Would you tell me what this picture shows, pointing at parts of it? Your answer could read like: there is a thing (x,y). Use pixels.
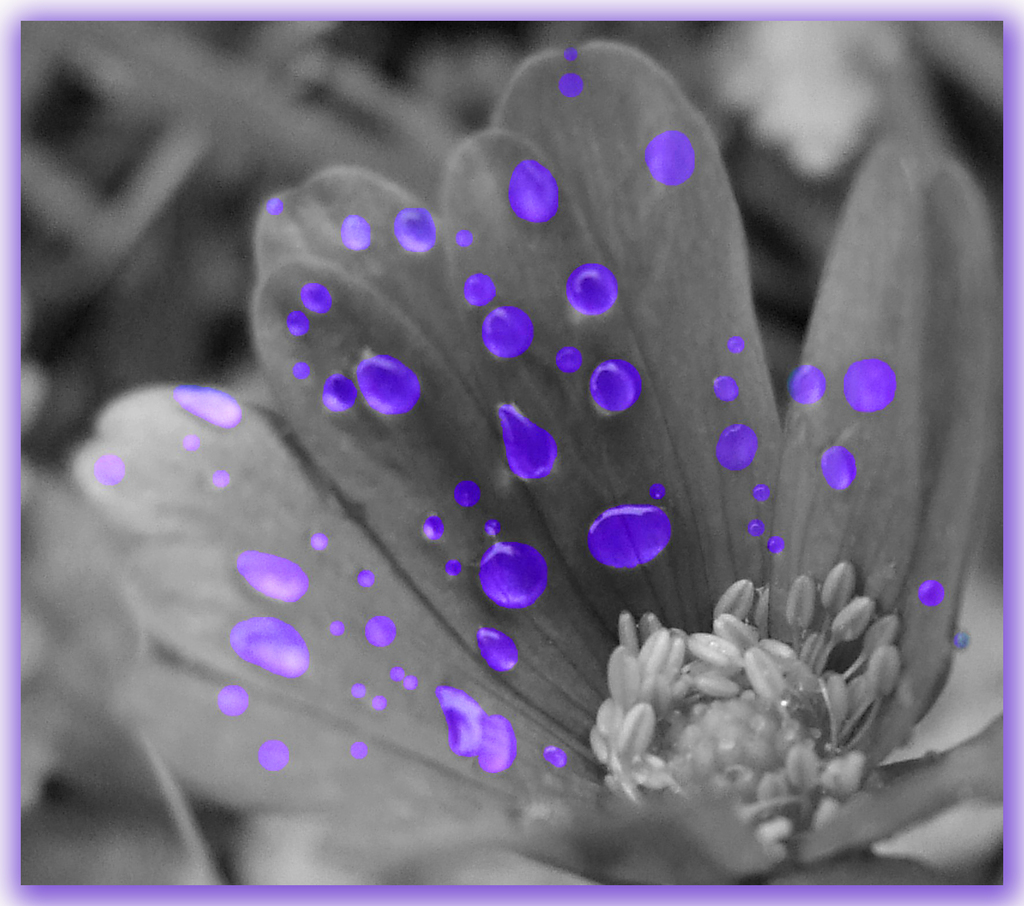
This is edited image, in this image there is a black and white flower (85,452) and on that there are blue water drops (853,395).
